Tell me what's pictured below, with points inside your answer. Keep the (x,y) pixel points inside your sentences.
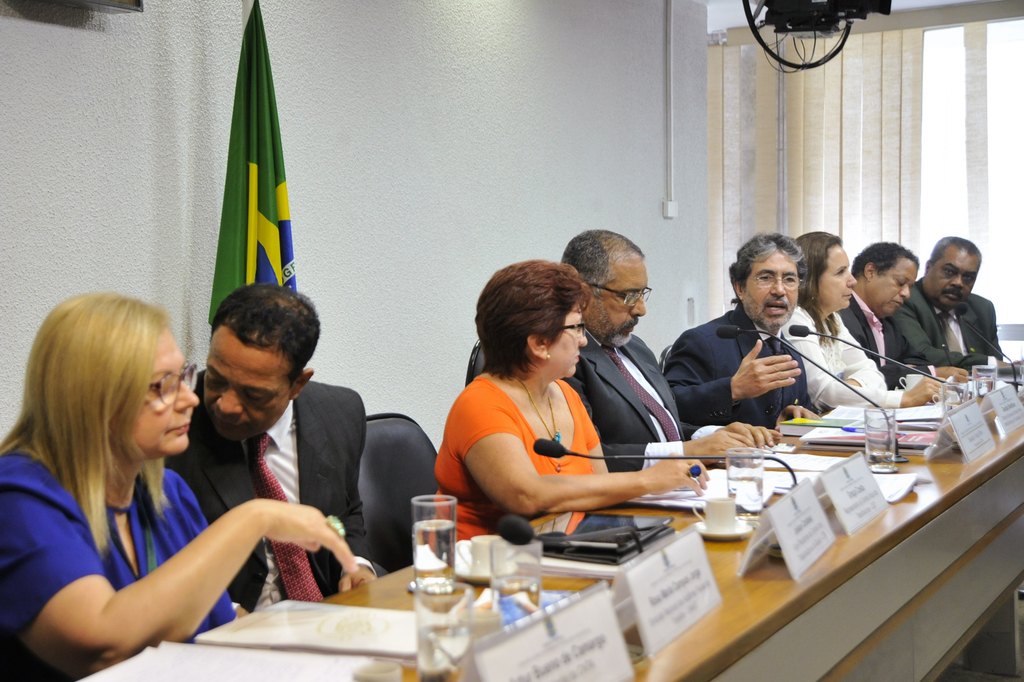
Here in this picture we can see some people (581,345) are sitting. There are five men (221,476) and Three ladies (549,422) sitting. In front of them there is table (687,534). On that table (472,639) there are some name boards (568,646), glasses (426,527), mic (517,529), laptop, tea cups (726,518). Behind them there is a wall (384,215) and also we can see a flag (261,212) with green, blue and yellow color. Beside them there is window (956,122) with curtains (856,158).
